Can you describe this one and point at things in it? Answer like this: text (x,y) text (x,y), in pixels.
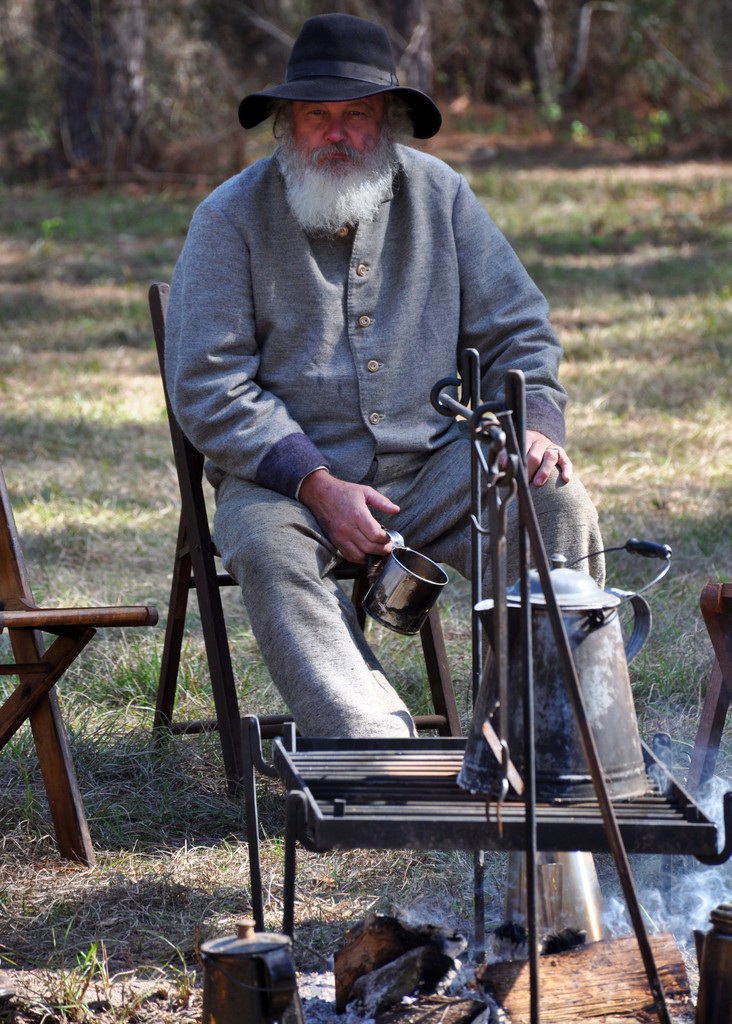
Bottom of the image (425,936) there are some stems (606,943) and jar (522,913). In the middle of the image (484,511) there is a stand (648,825), on the stand (668,820) there is a jar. In the middle of the image (258,521) a man (314,681) is sitting on the chair (209,634) and holding a glass (398,614). Behind him there is grass (98,570) and there are some trees (232,156).
